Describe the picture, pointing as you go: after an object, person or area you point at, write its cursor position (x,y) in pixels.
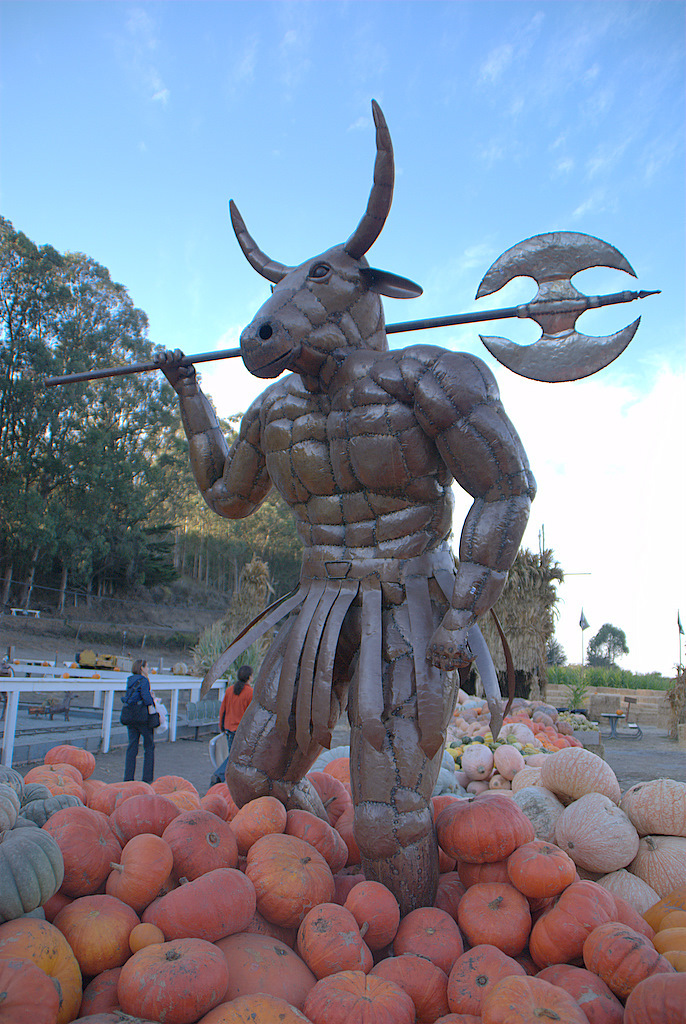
In this picture we can see a statue (337,720) in the front (357,527), at the bottom (479,1009) there are pumpkins (489,912), on the left side (228,738) we can see two persons (231,704), in the background (48,448) there are some trees (51,456), we can see the sky (645,665) at the top of the picture (329,91).
